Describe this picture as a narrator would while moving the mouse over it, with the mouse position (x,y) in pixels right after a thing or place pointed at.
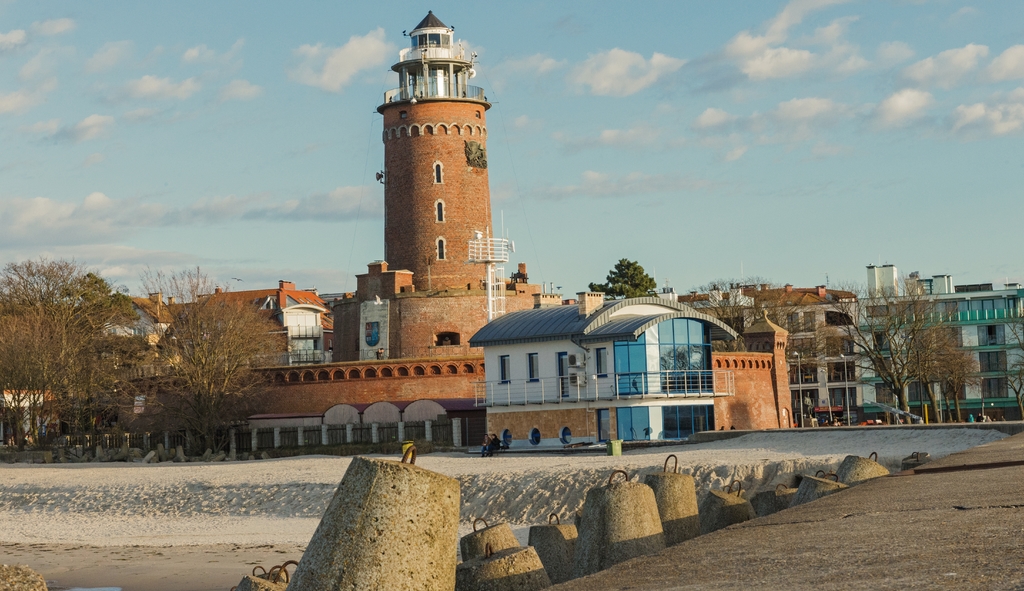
This picture is clicked outside the city. On the right side (797,543), we see the road (900,512). Beside that, we see the cement blocks (564,561). In the middle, we see two people (485,449) are sitting. On the right side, we see the people (838,423) are standing. There are trees (855,349), buildings (849,395), poles (849,395) and a tower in the background (866,368). At the top (715,163), we see the sky (633,101) and the clouds (612,72).
